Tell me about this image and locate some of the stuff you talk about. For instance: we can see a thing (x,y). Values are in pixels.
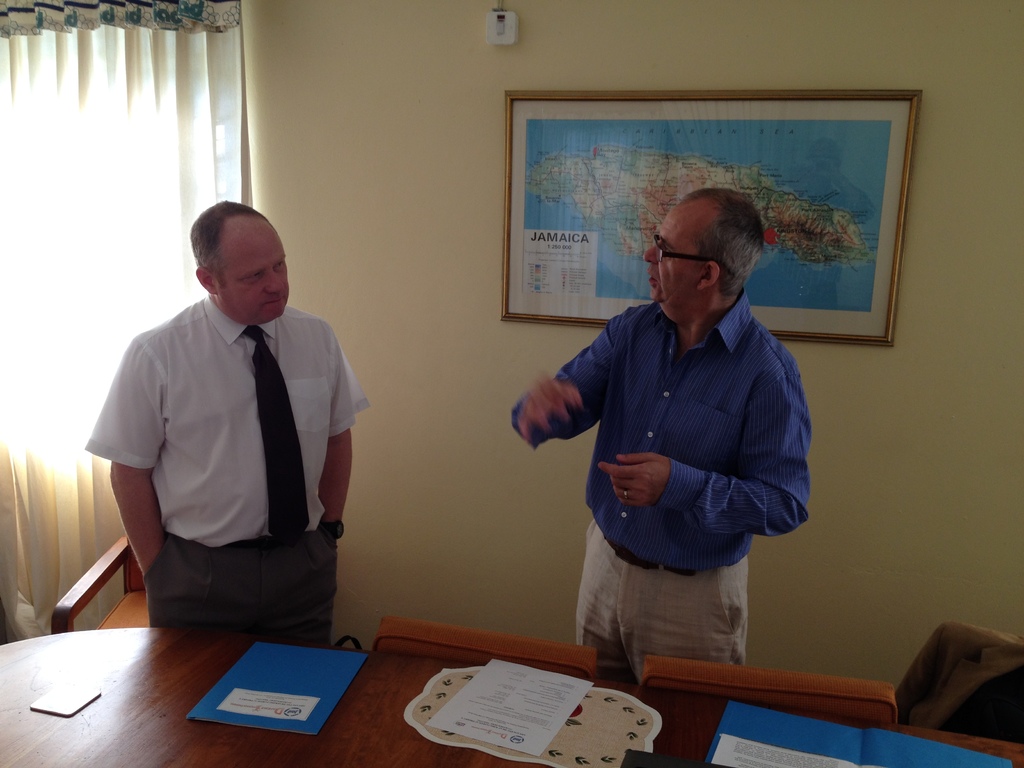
In the image there are two men (277,454) stood and talking. behind them there is Jamaica map (597,154) on wall (644,32), in front of them there is a table (137,702) with files (897,744) on it,
